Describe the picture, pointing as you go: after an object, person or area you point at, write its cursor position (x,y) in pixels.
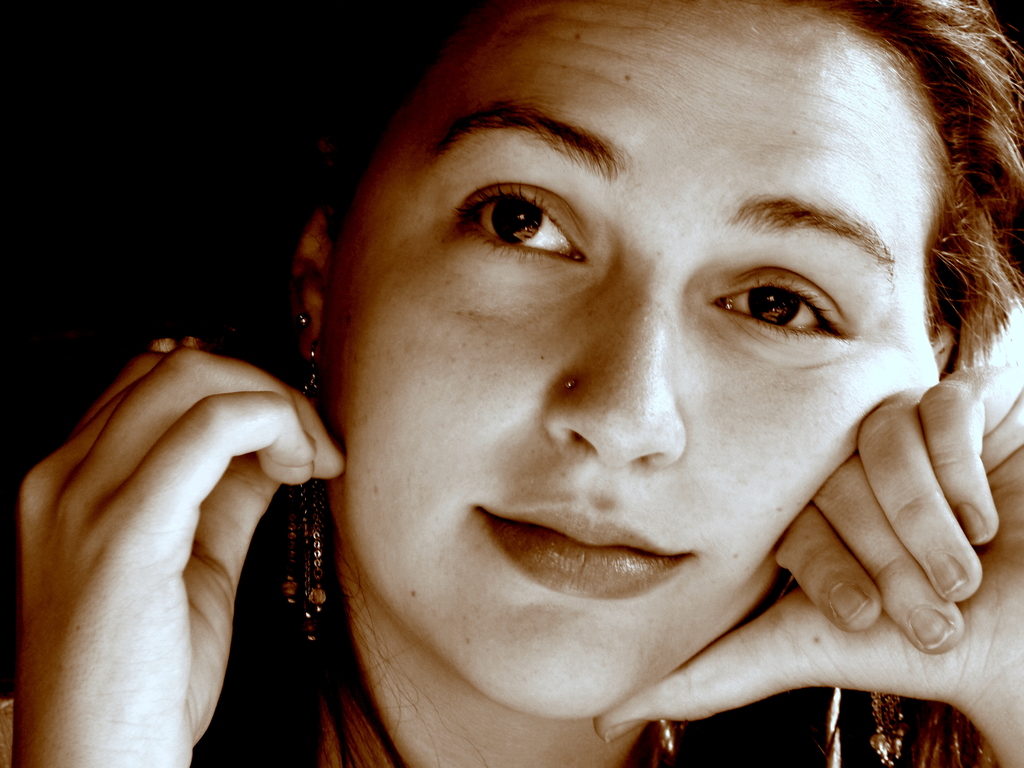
In this picture I can see a woman (209,454) in front (651,17) and I see that it is dark on the top left of this image (153,129).
